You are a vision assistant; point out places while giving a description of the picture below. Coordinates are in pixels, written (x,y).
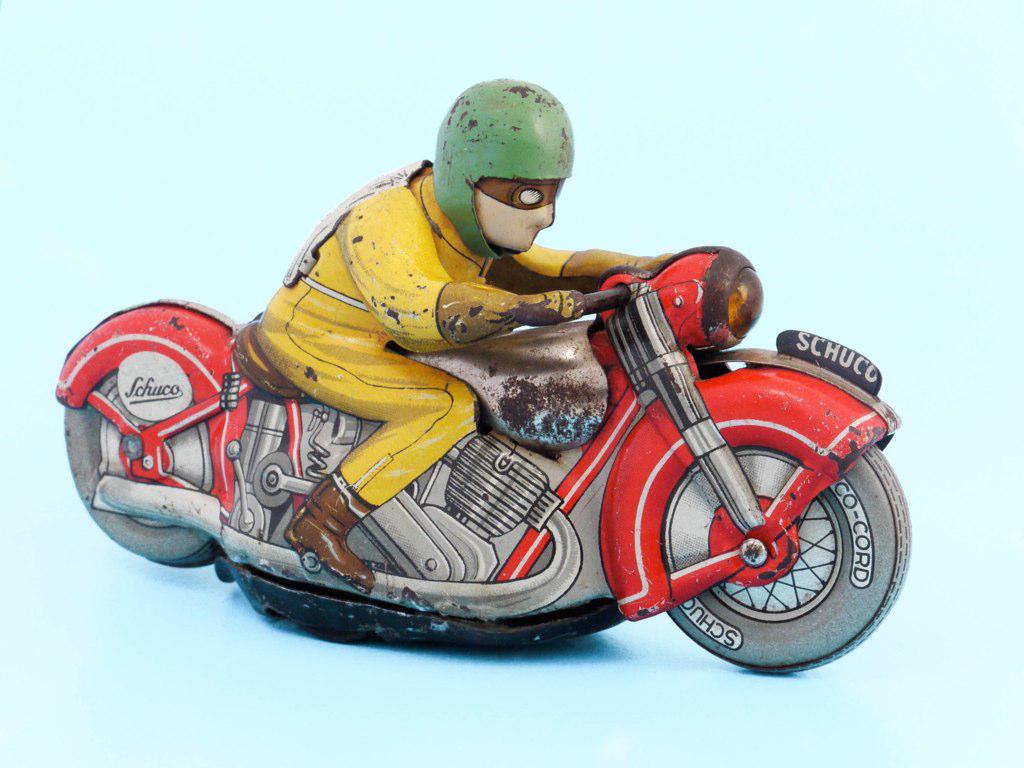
In this image we can see a toy (454,487).
